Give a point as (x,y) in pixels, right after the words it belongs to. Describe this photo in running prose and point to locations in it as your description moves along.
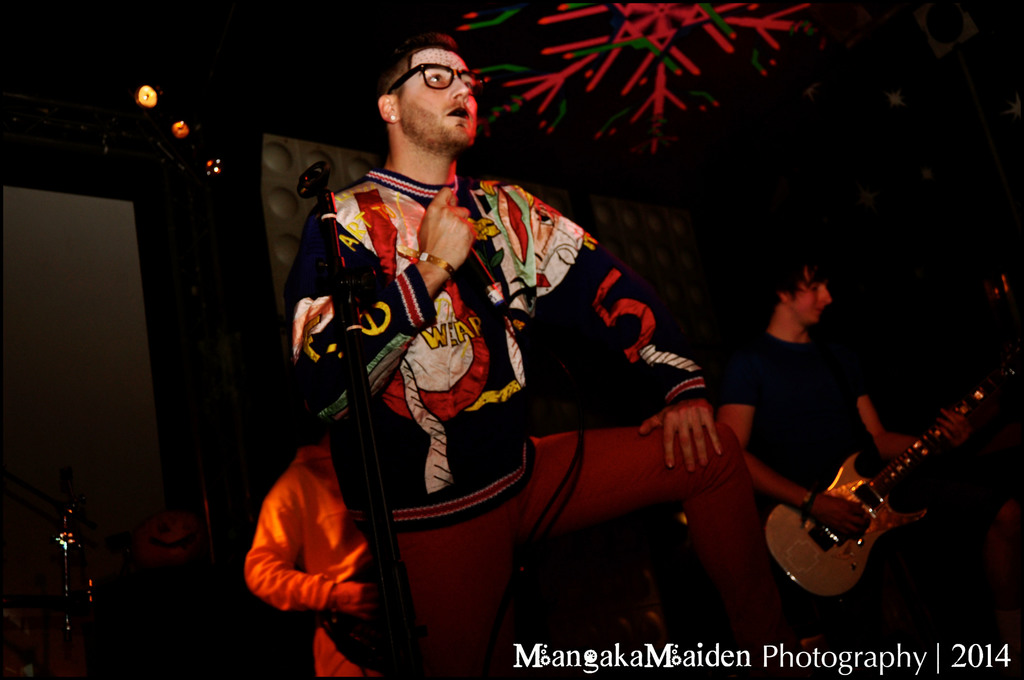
In this image I can see a person (450,269) and wearing different color dress (390,356). Back I can see few people (789,400) are playing the musical instruments (847,468). Background (345,47) is black in color.
